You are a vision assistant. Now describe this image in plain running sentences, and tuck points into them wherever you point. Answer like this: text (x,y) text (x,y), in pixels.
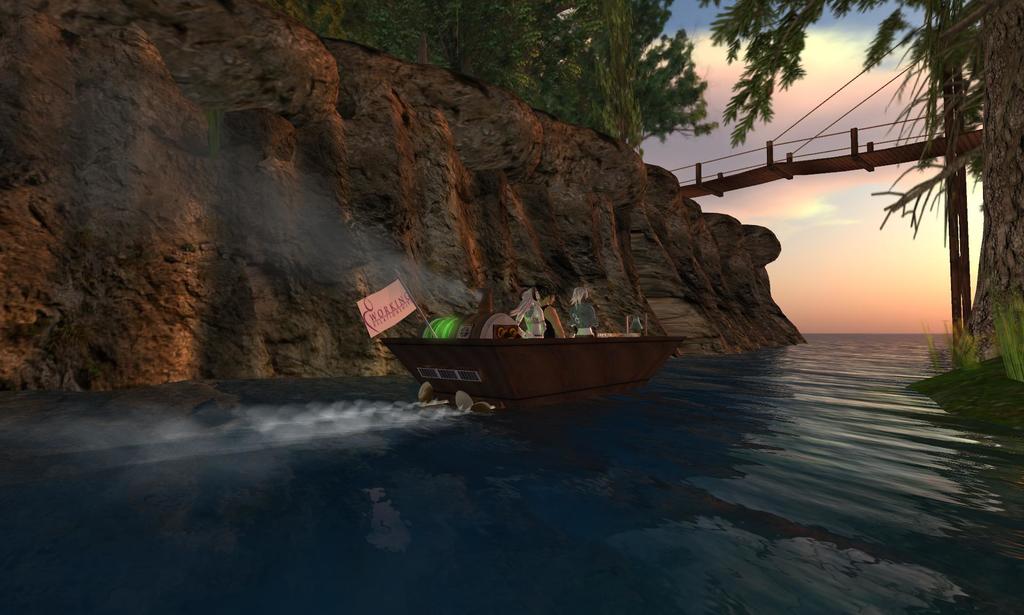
In this image we can see a boat (431,350) on the water (543,481). Here we can see few people (532,310) and a flag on the boat (520,354). Here we can see rock (617,219), bridge (957,199), plants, and trees (989,315). In the background (805,290) there is sky (902,170) with clouds (825,139).
